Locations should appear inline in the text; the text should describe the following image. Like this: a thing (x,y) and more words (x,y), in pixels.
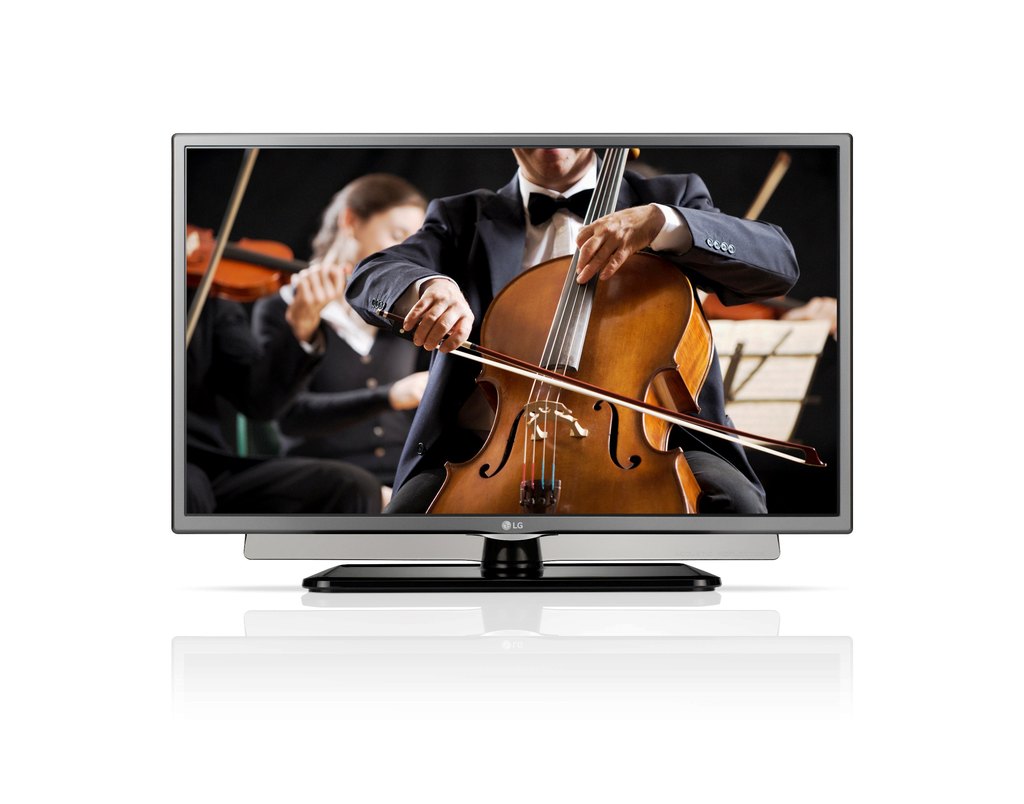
Here we can see a television (777,225), and a person (497,208) is sitting and playing the cello (597,400), and at back (358,331) the persons (354,315) are sitting.
